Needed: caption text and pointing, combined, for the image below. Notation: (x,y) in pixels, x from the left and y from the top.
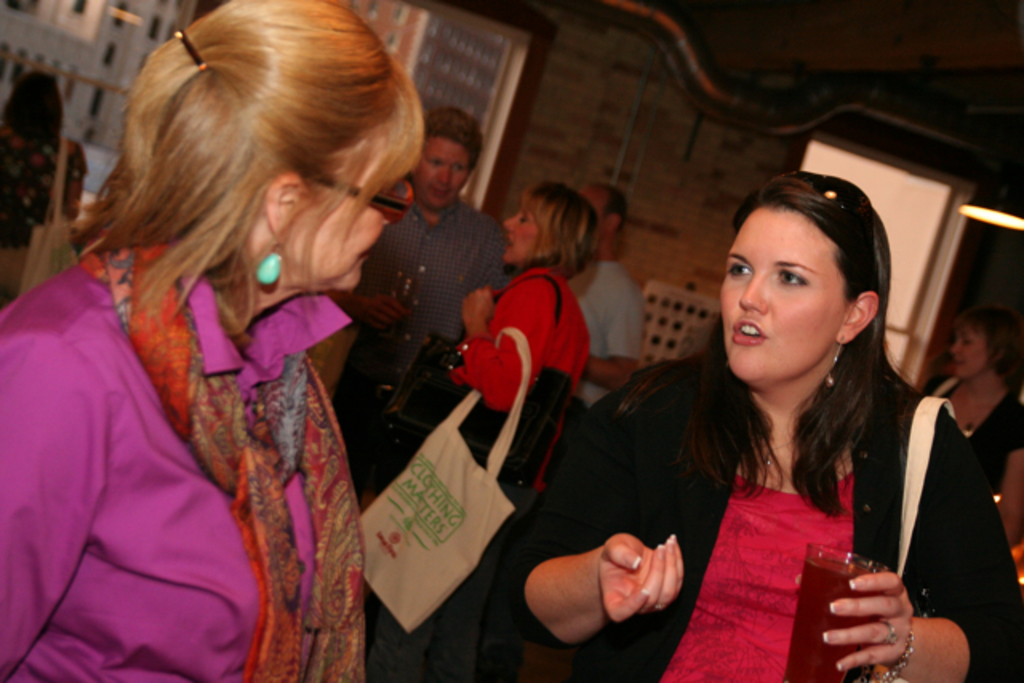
In this image I can see the group of people (316,479) with different color dresses (341,454). I can see few people (697,562) with the bags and few people (718,552) are holding the glasses (818,580). In the background (531,185) I can see the wall (523,172) and there is a light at the top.
